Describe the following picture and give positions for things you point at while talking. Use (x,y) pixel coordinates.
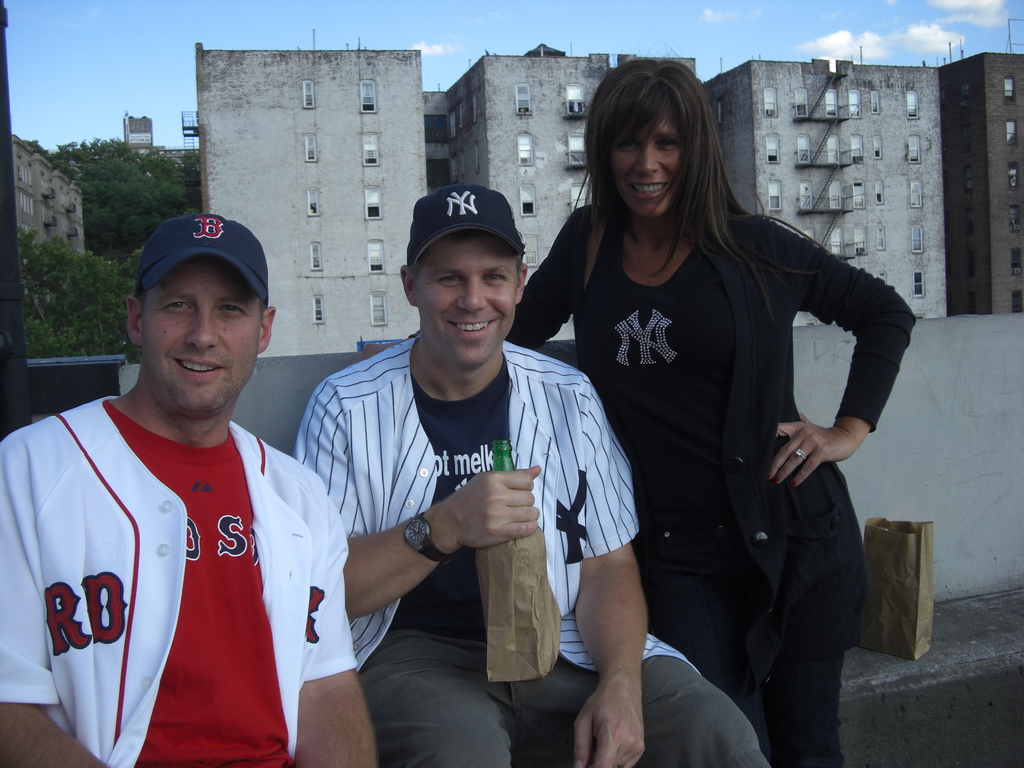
In this image we can see men (298,700) sitting on the wall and one of them is holding the beverage bottle (508,448) in the hand (507,537). Beside them a woman (688,480) is standing on the floor (873,685) and smiling. In the background (729,138) we can see sky (336,30) with clouds (844,47), buildings (508,152), trees (112,251) and a paper cover (902,615) on the floor (880,663).
